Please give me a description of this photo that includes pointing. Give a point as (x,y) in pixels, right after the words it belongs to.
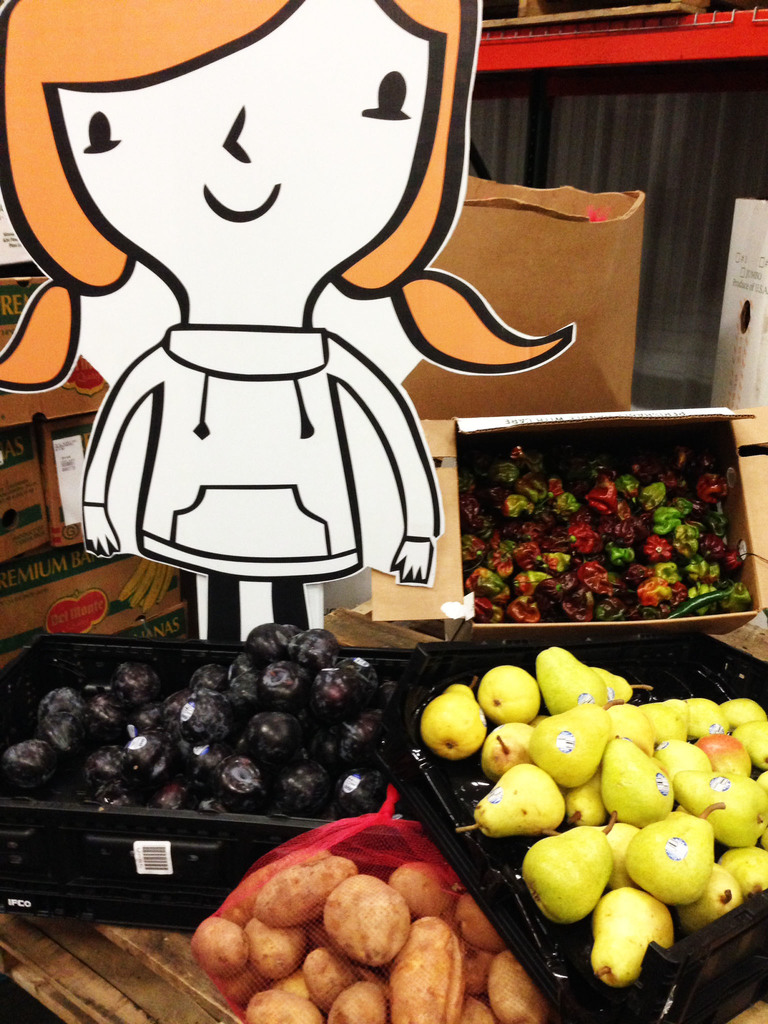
In the image I can see some trays (93,832) in which there are some fruits (295,724) and also I can see a cartoon (303,498) to the side.
